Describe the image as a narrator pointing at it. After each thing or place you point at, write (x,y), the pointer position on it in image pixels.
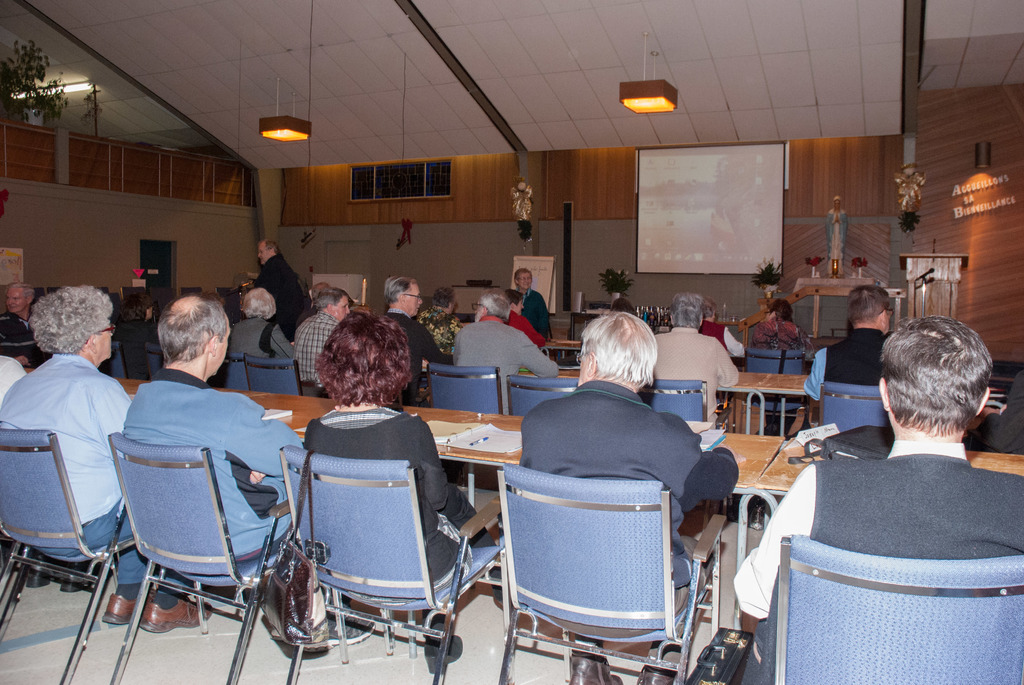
In this image i can see a group of people (349,454) who are sitting on a chair (192,548) in front of a table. I can also see there is a projector (707,224) on the wall (630,249).
